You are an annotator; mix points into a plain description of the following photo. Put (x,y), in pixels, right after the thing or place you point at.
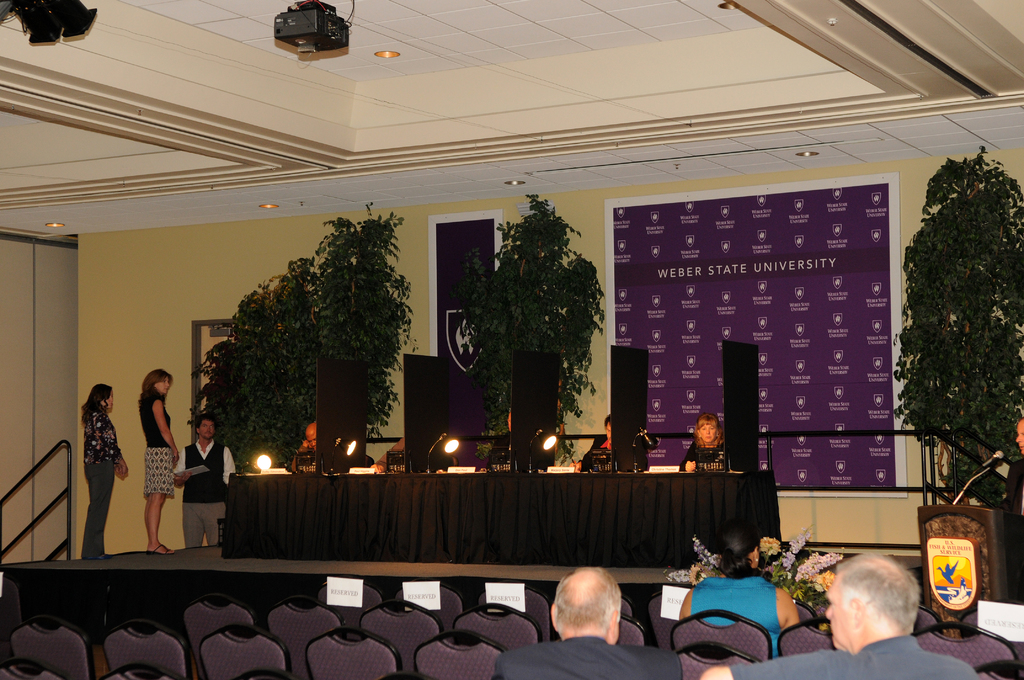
In this picture I can see at the bottom (606,678) few people (562,666) are sitting on the chairs (389,601), in the middle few persons (686,468) are sitting and there are lights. On the left side (159,411) three persons (227,481) are standing, in the background (565,340) there are trees (971,291), on the right side (756,316) there is a banner (778,390) on the wall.
